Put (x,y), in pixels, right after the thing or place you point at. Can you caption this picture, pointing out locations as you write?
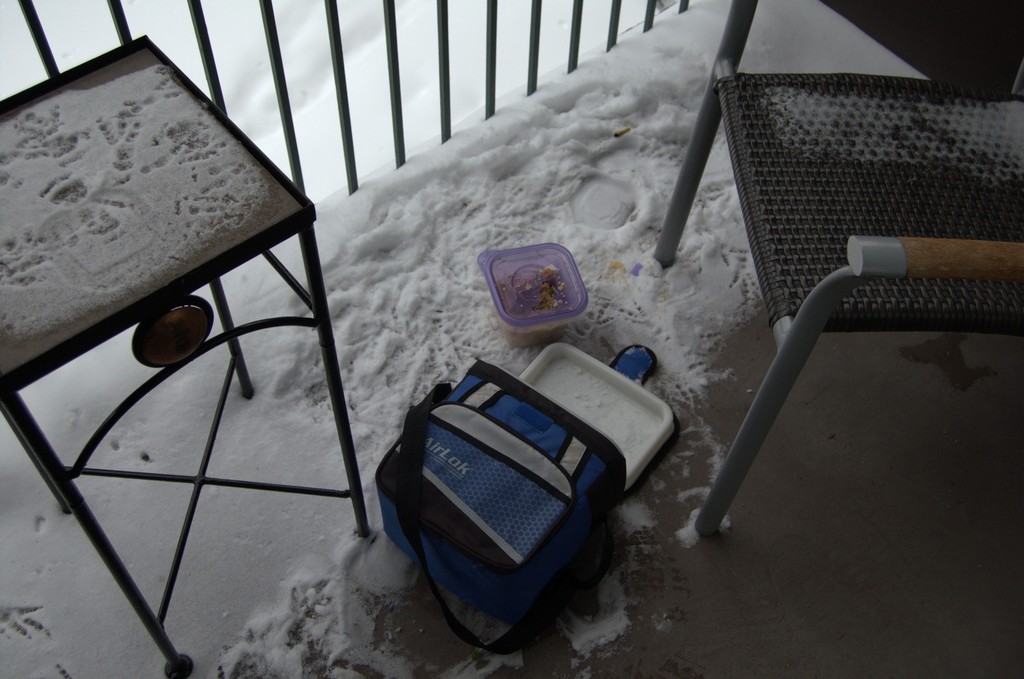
In the middle of the image (470,409) there is a box (481,415) and container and there are some chairs (887,185). Behind the container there is snow (409,118) and fencing (440,67).
